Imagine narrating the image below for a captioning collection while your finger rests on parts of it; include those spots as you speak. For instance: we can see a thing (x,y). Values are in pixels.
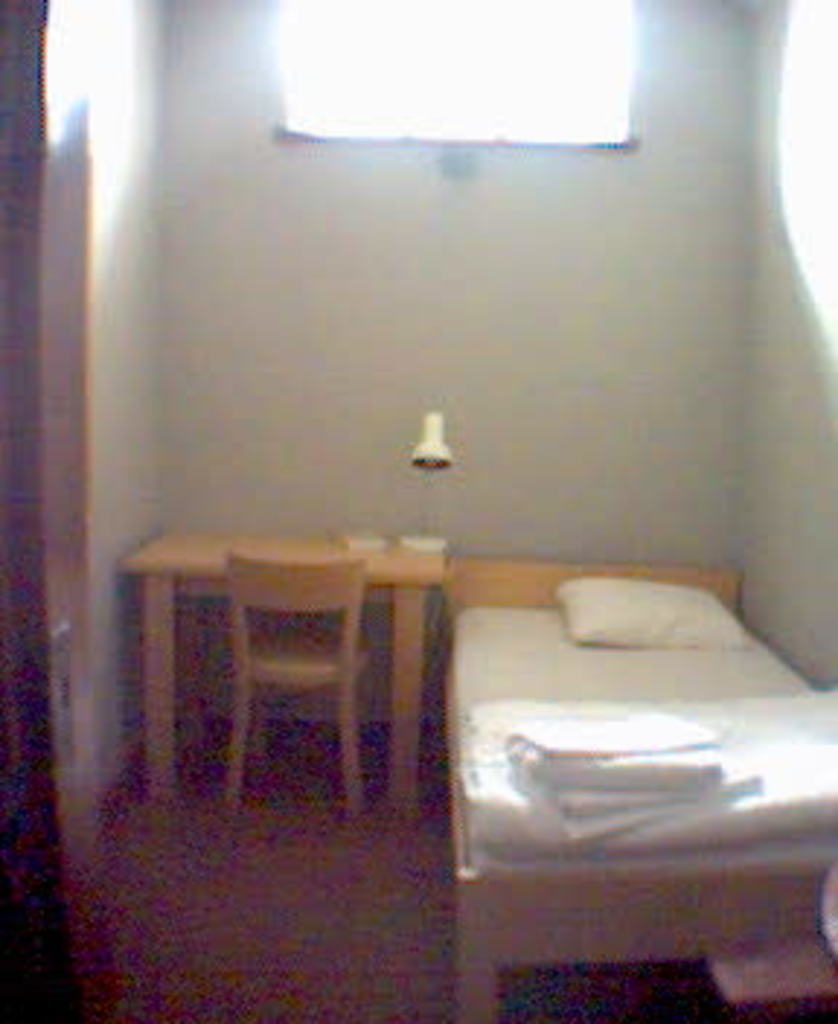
In this picture I can see a bed (551,615) with blankets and a pillow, there is a chair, table (422,555), table lamp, a window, and in the background (507,235) there is a wall (464,265).
